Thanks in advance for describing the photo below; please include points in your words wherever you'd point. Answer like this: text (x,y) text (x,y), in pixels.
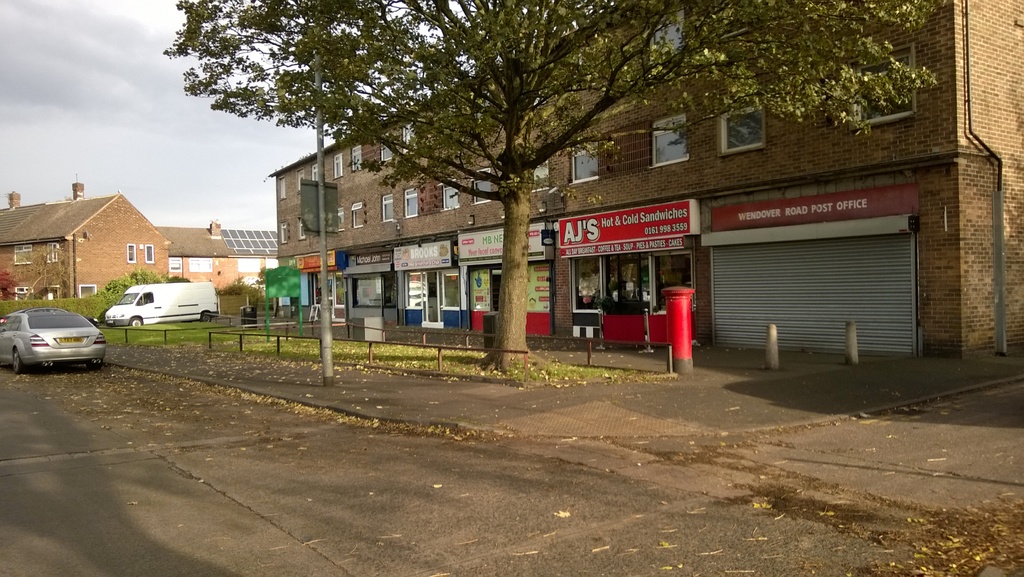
In this image there are two cars (90,349) parked on the road surface (164,384), in this image there are shops (402,315) in a building (435,261), in front of the shops (499,292) there is a tree (516,241) and a lamp post (322,273), there is grass (460,371) on the surface (284,336).
